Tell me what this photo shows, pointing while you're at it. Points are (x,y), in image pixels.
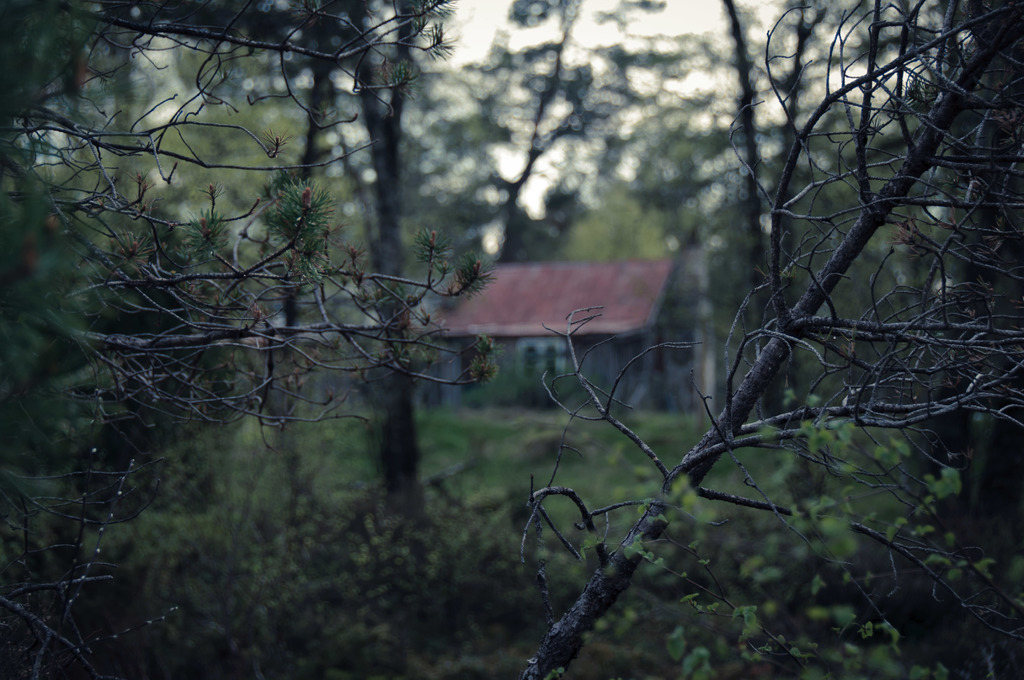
In the image we can see a house (587,329), grass (481,428), trees (417,377) and the white sky (698,12).
